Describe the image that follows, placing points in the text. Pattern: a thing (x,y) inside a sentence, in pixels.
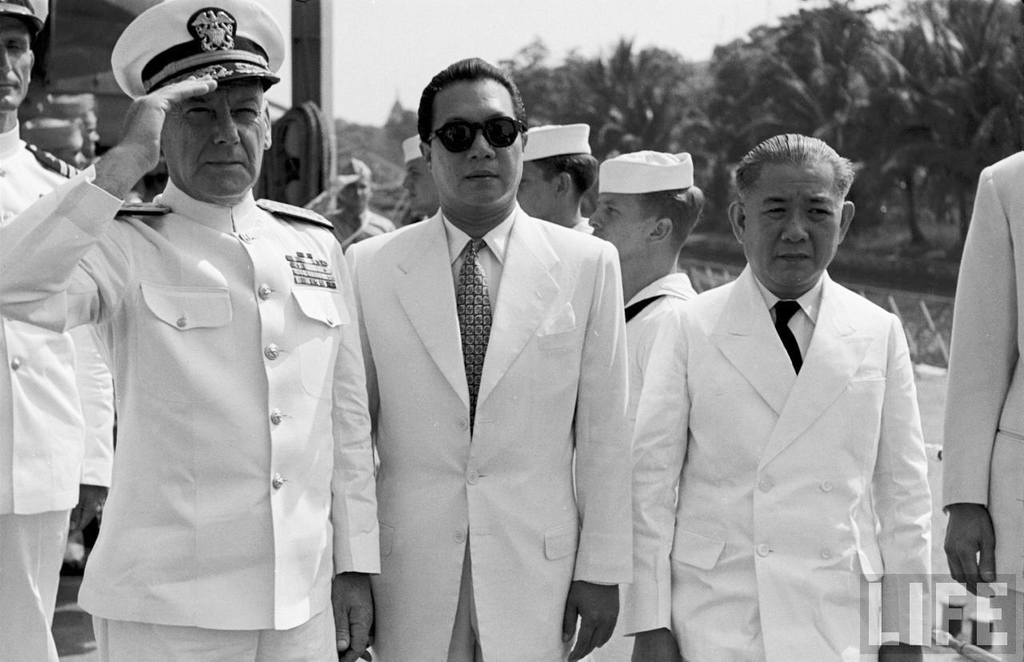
In this image we can see this person (149,274) wearing uniform (96,303) and hat (176,15) is saluting. Here we can see these people (424,378) wearing blazers (484,387) and ties (483,318) are standing. In the background (595,213), we can see a few more people (659,188) standing trees (691,148) and the sky (426,34).
